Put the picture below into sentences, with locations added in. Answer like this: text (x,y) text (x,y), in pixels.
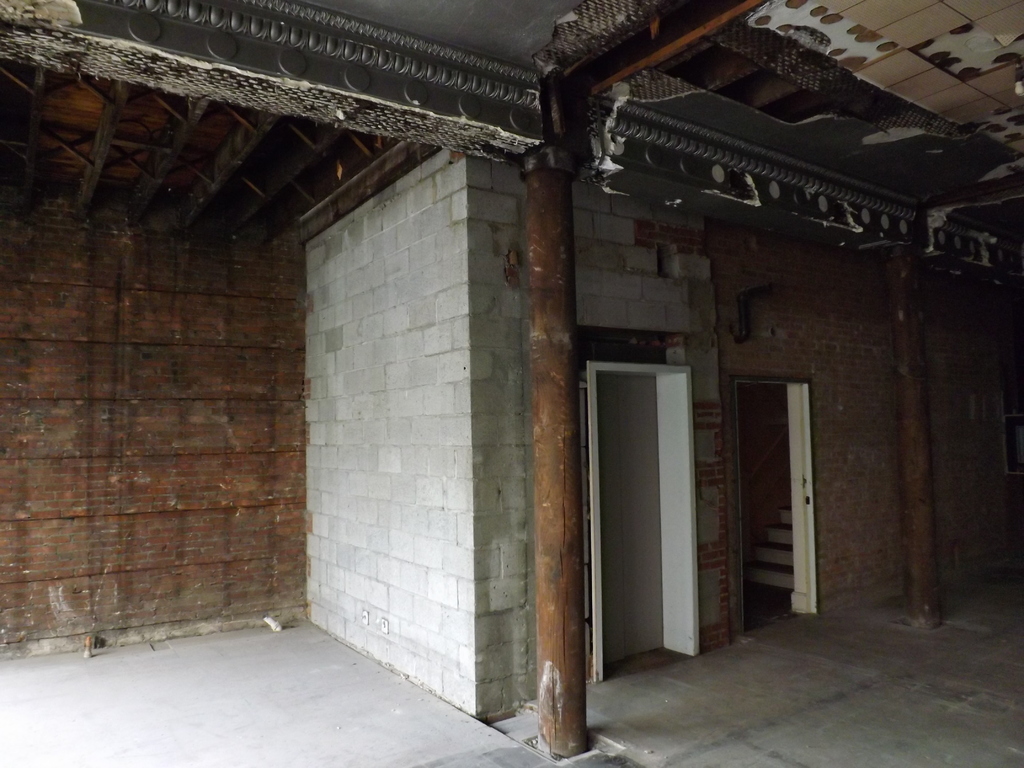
In this image we can see doors (626,498), stairs (781,538), pillars (548,485), roof (323,85) and wall (206,451).
